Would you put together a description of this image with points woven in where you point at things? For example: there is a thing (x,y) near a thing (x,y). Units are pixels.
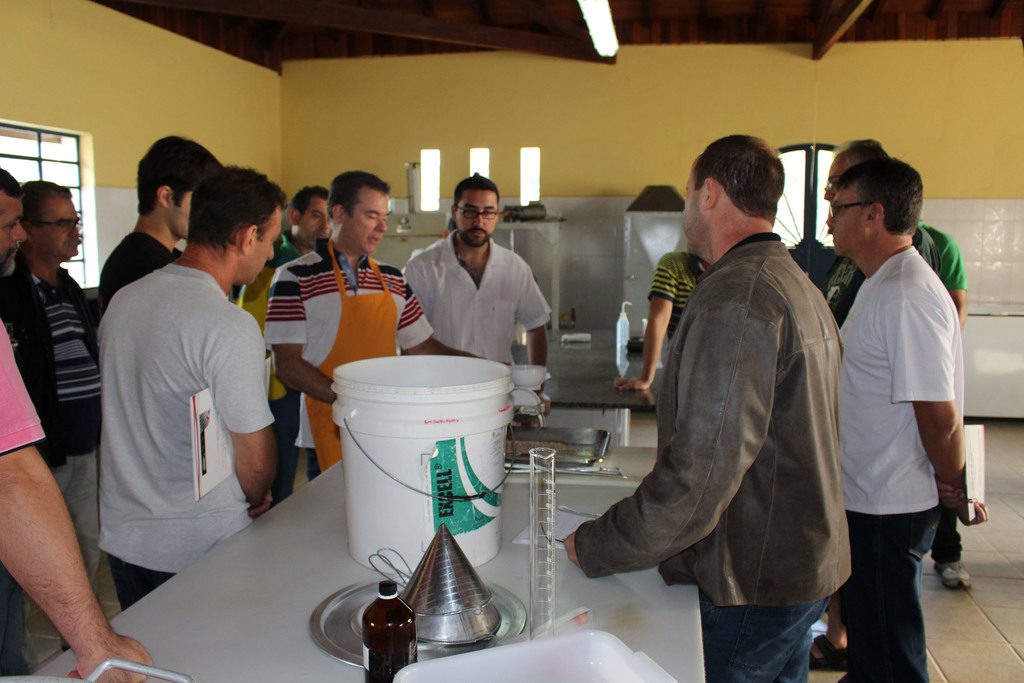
This image is clicked inside a room (739,31). There is light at the top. There are windows (17,146) on the left side (85,275). There are some persons (65,221) standing in the middle (354,317). There is a table (231,638) in the middle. On that there are bucket (404,468), glass (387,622), funnel (429,611).
